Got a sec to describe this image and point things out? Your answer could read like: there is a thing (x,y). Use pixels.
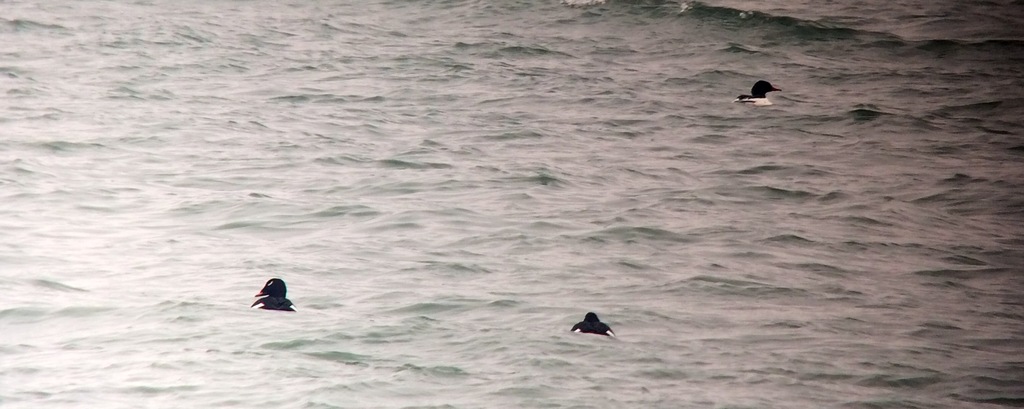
There are 3 ducks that are swimming in this water (515,288), they are in black color.
